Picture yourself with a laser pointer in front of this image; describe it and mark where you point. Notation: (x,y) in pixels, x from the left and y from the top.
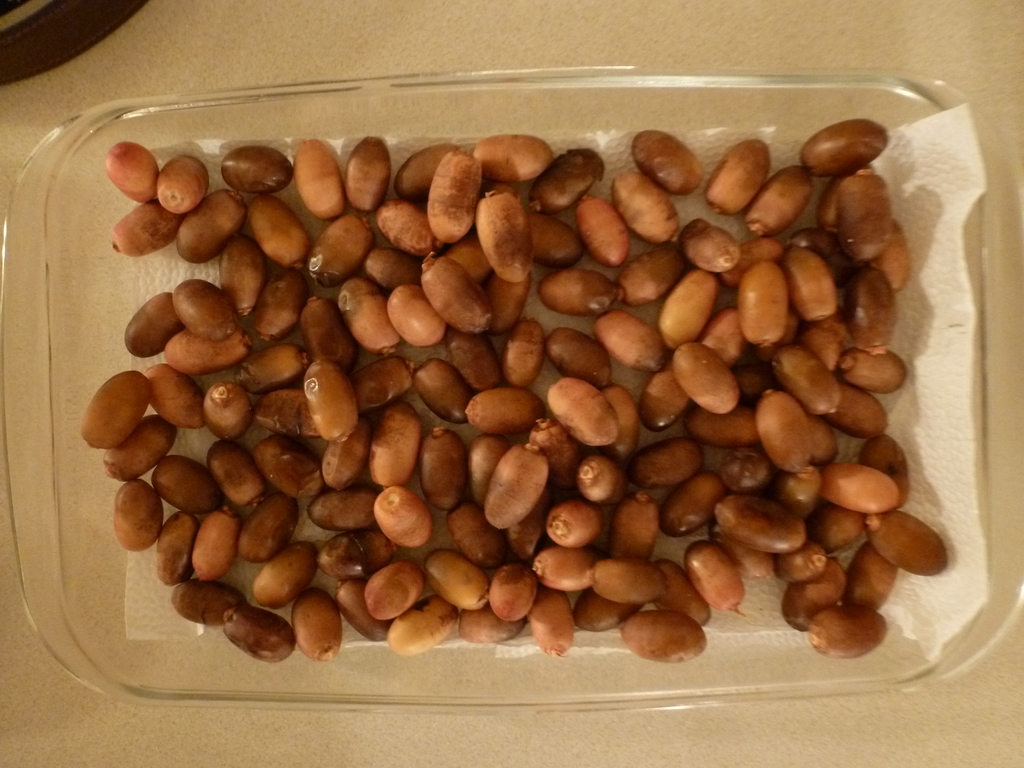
In this image I can see it looks like acorns (553,426) in a transparent plate (11,408).
